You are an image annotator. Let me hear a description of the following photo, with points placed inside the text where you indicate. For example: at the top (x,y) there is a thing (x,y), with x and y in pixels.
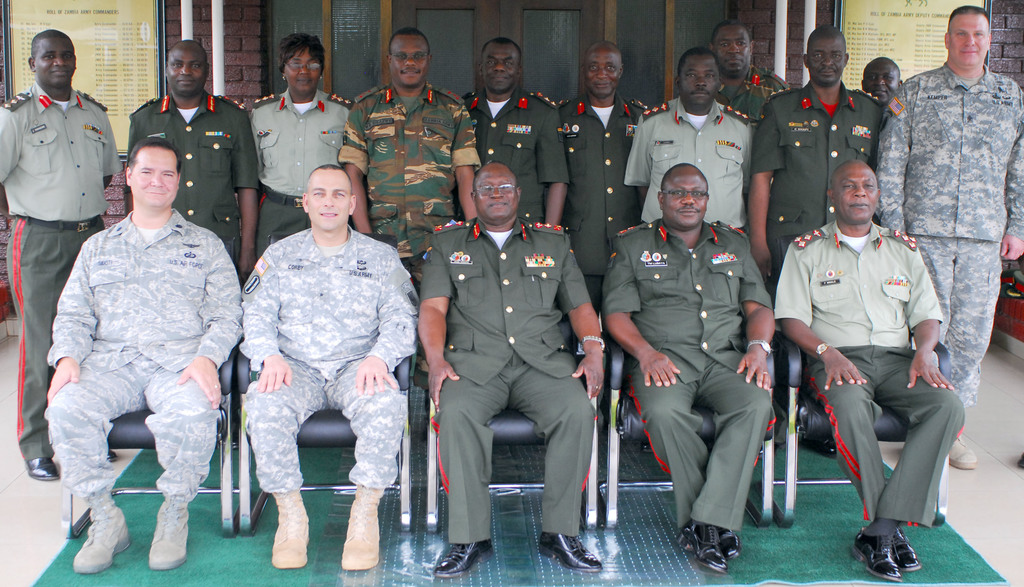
In this picture we can see five people (291,390) are sitting on chairs (226,385) and other people (719,141) are standing and the chairs (771,465) are on a carpet (771,558). Behind the people (272,270) there is a wall (791,41) with boards (63,1) and a door (671,46). In front of the door (683,43) there are poles (779,24).
